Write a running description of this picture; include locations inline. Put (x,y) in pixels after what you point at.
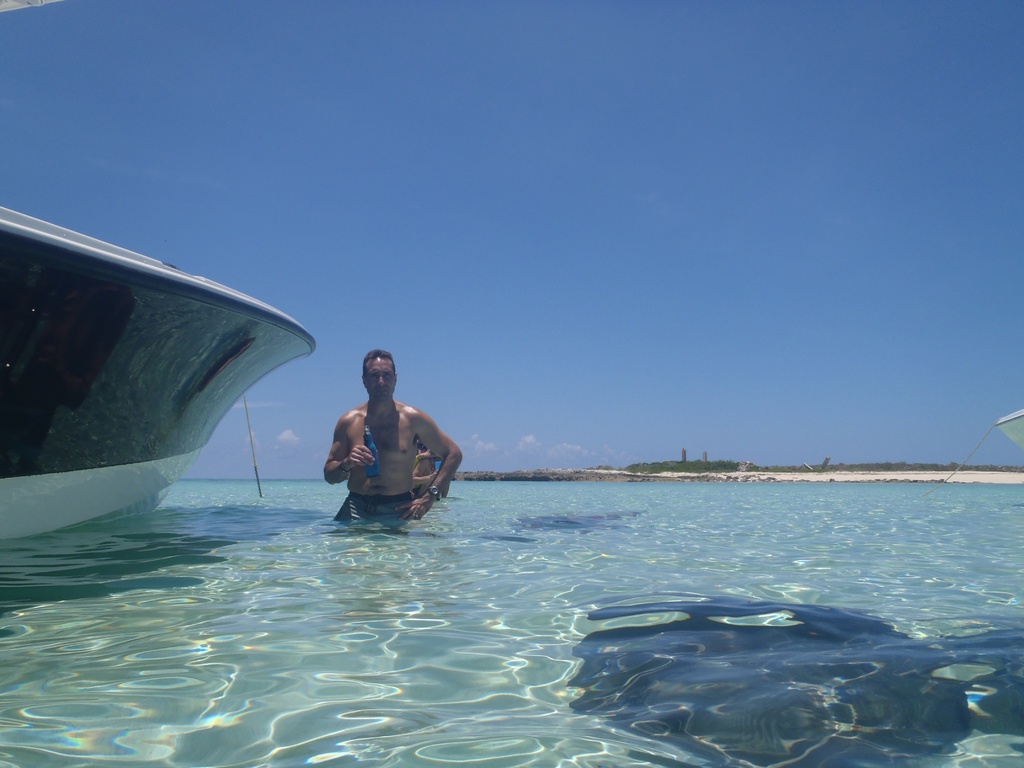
In this image, there are two people (423,480) in the water (431,544). On the left side of the image (113,510), I can see a boat (50,459) on the water (643,527). In the background (672,465), there are trees (728,464) and the sky (621,215).
